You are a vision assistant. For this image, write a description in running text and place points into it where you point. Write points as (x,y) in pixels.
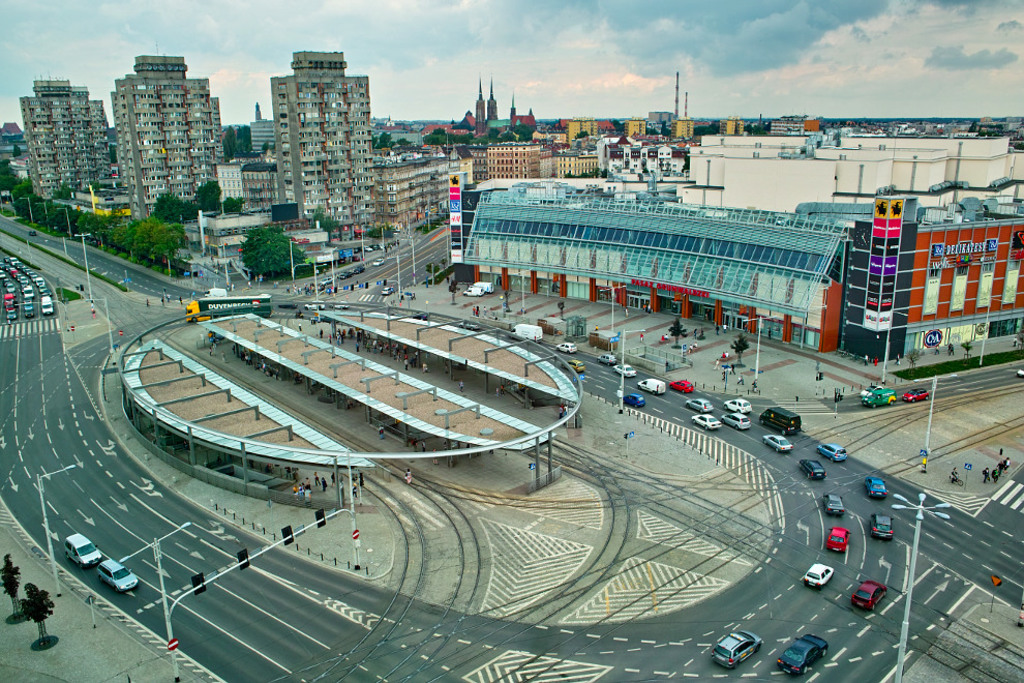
In this image in the front (784,608) there are cars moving on the road (209,605) and there are poles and plants (14,585). In the center (391,341) there are shelters (372,378) and there are cars (574,369) on the road (593,369), there are plants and persons (662,340). In the background (152,186) there are trees (119,235), buildings (301,175) and cars (29,290) on the road (20,271) and the sky (373,43) is cloudy and there are poles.
